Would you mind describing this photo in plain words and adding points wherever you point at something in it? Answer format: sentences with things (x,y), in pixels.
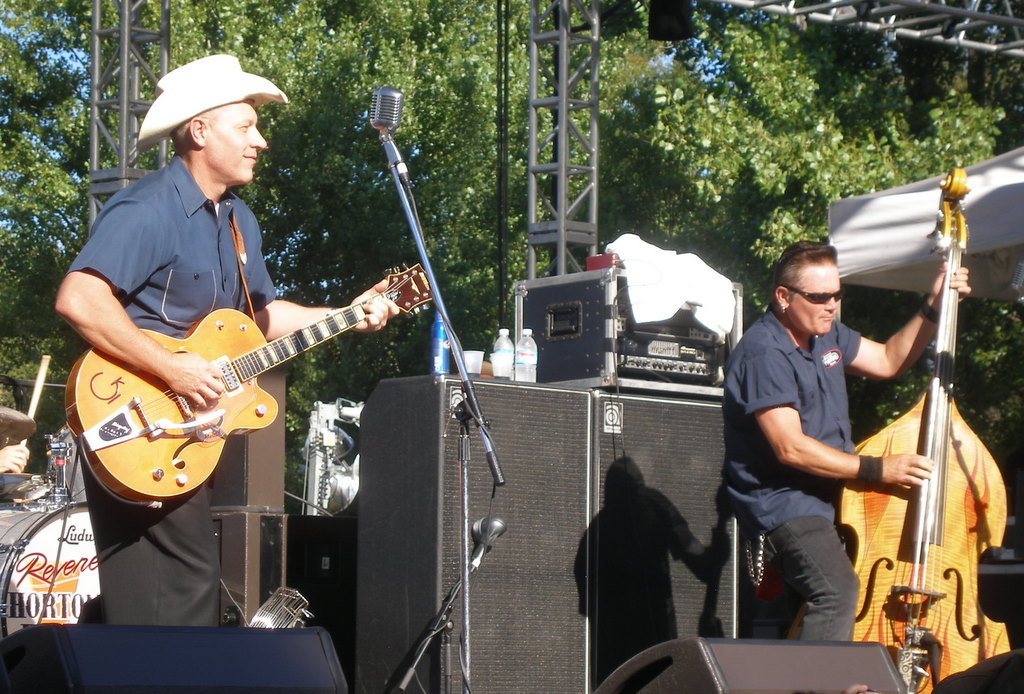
In this picture we can see two persons (744,411) standing and playing guitar (232,413). He wear a cap (202,83) and he has goggles (815,299). And in the background (628,525) we can see some musical instruments (9,556). And these are the trees (358,107).
